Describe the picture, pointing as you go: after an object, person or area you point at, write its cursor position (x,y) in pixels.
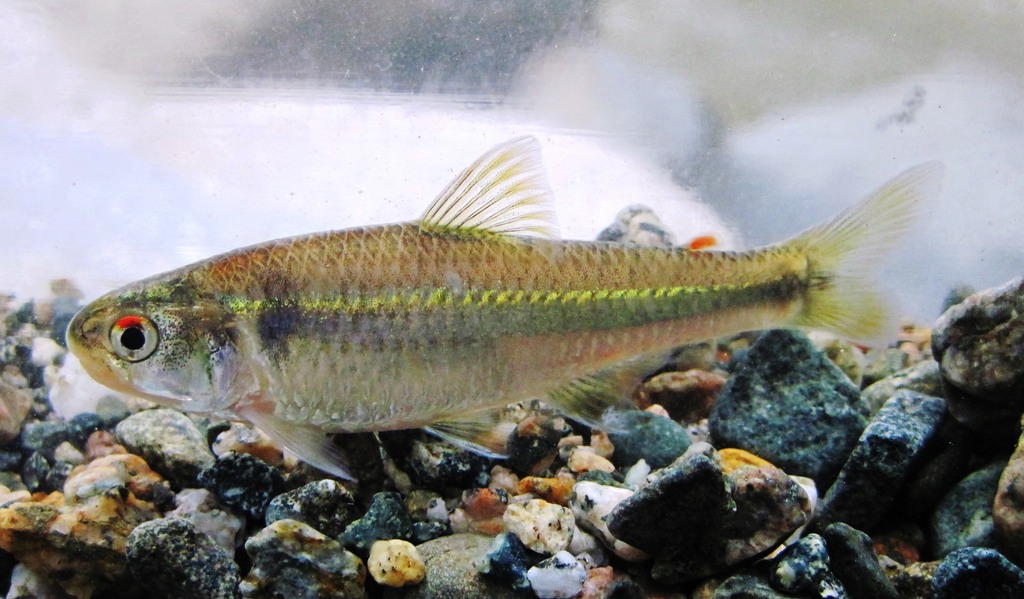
It seems like a water body (873,147) and here we can see a fish (396,359) and at the bottom (397,518), there are stones (424,531).
